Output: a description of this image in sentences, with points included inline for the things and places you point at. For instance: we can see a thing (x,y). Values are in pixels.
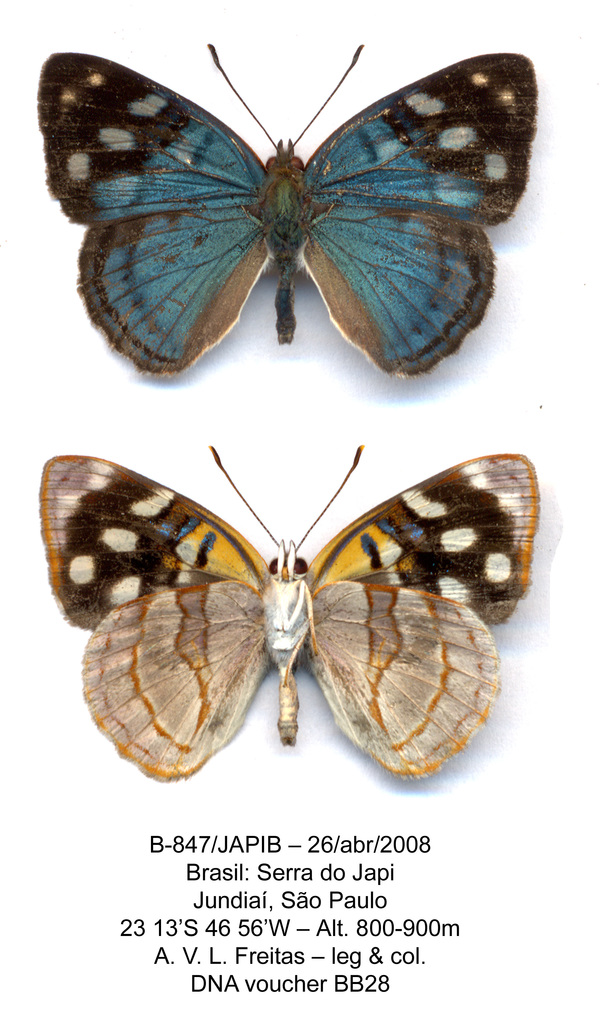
In this image I can see two butterflies (346,618) and something written on the image.
